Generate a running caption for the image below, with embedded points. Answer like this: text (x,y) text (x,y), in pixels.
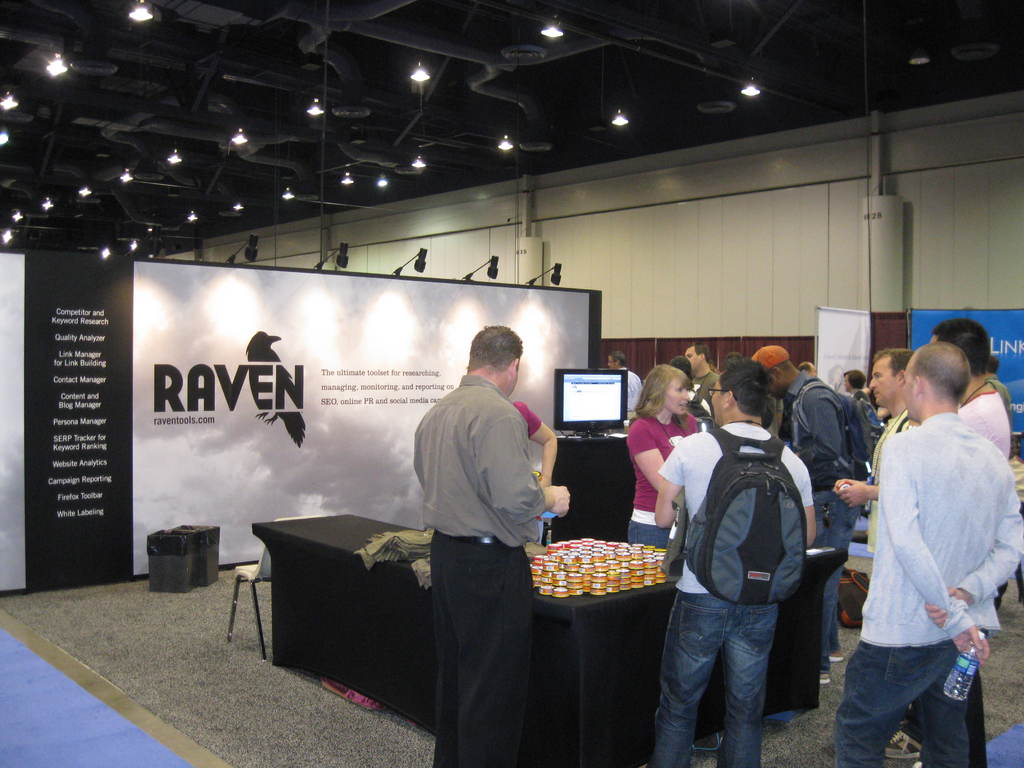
There are some people (798,469) standing in front of a black table (570,608) which has some objects (580,571) on it and there is a board (301,351) which has something written on it in the background (344,363).
